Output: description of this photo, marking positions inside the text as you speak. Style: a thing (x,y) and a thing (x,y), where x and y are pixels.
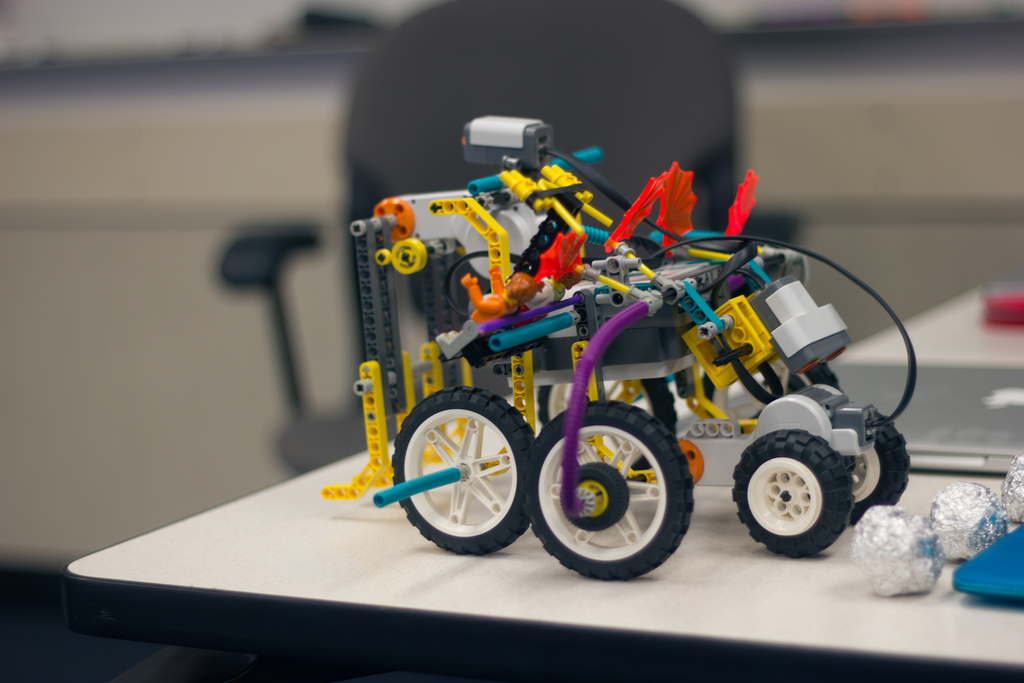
In the picture we can see a desk (438,586) on it, we can see a Lego made vehicle (384,328) and besides to it, we can see three balls (873,565) which are silver in color and in the background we can see a chair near the desk (915,611) which is black in color.
